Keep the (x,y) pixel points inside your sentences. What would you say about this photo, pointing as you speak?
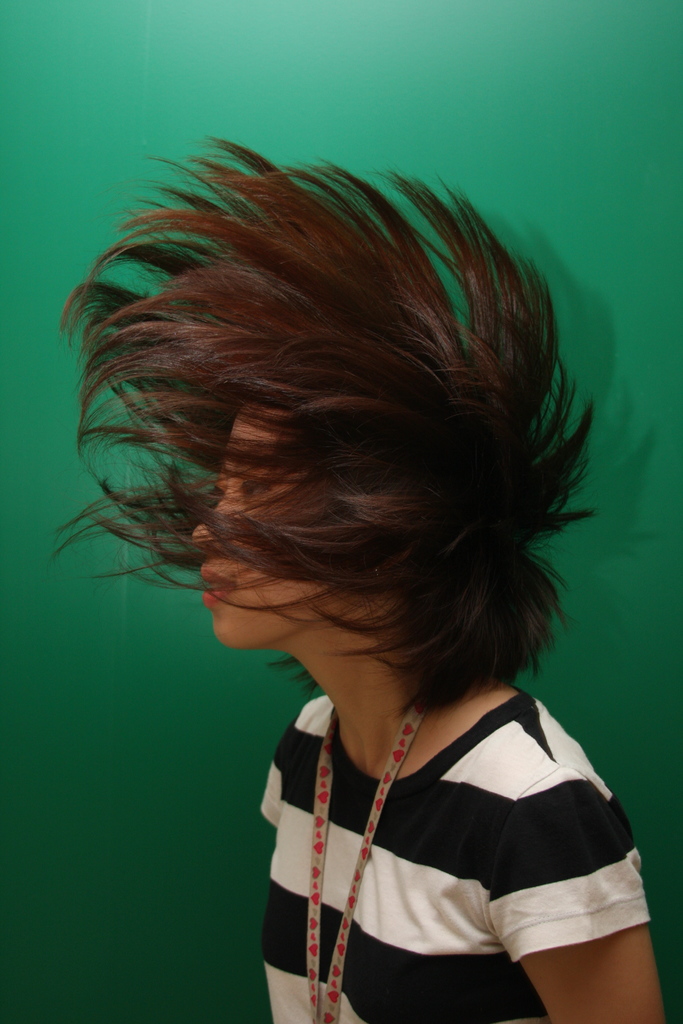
In this image there is a person (448,315) covered his face (219,481) with his hair (403,476). Background (635,102) is green in colour.
